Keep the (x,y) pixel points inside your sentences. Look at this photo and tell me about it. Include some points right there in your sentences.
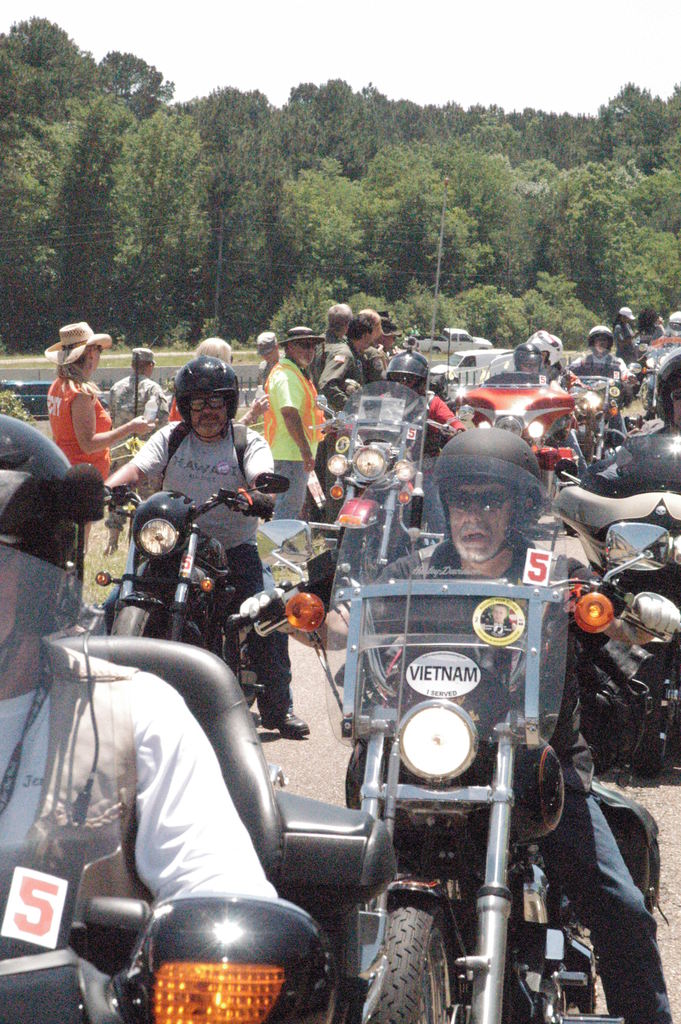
In this image I see lot of people (253,442) on the bikes (355,419) and few people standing over here. In the background (59,308) I see the trees (523,308).
